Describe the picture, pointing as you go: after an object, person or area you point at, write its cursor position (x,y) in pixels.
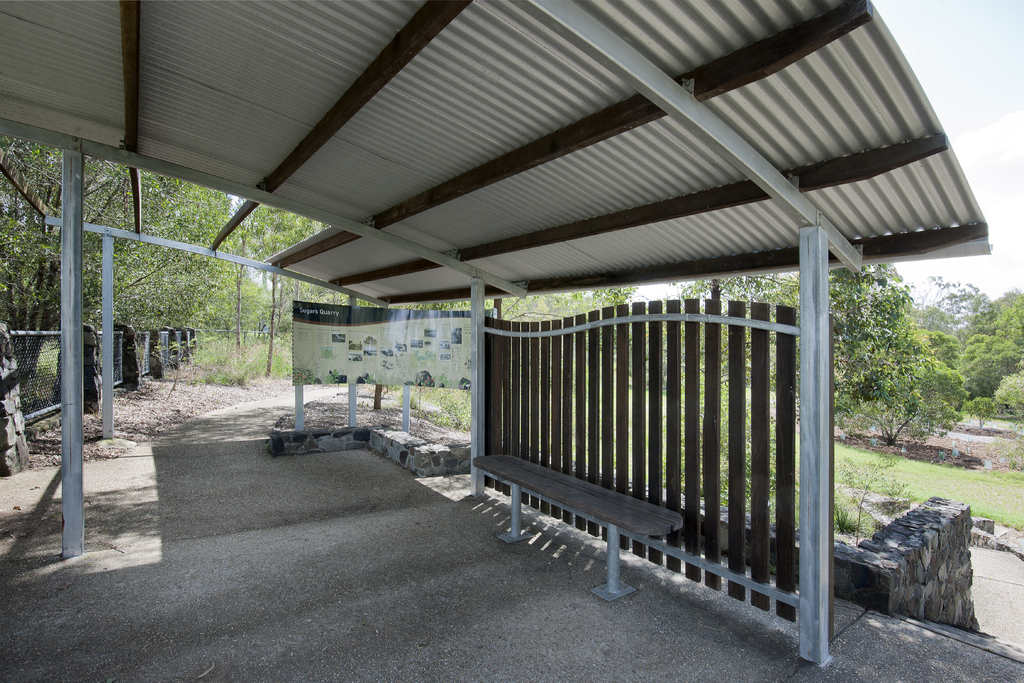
In this picture we can see a bench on the ground (297,546), shelter (491,127), fences (129,341), boards (325,349), plants (465,409), wall (957,510), trees (174,270) and some objects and in the background (962,72) we can see the sky (993,69).
